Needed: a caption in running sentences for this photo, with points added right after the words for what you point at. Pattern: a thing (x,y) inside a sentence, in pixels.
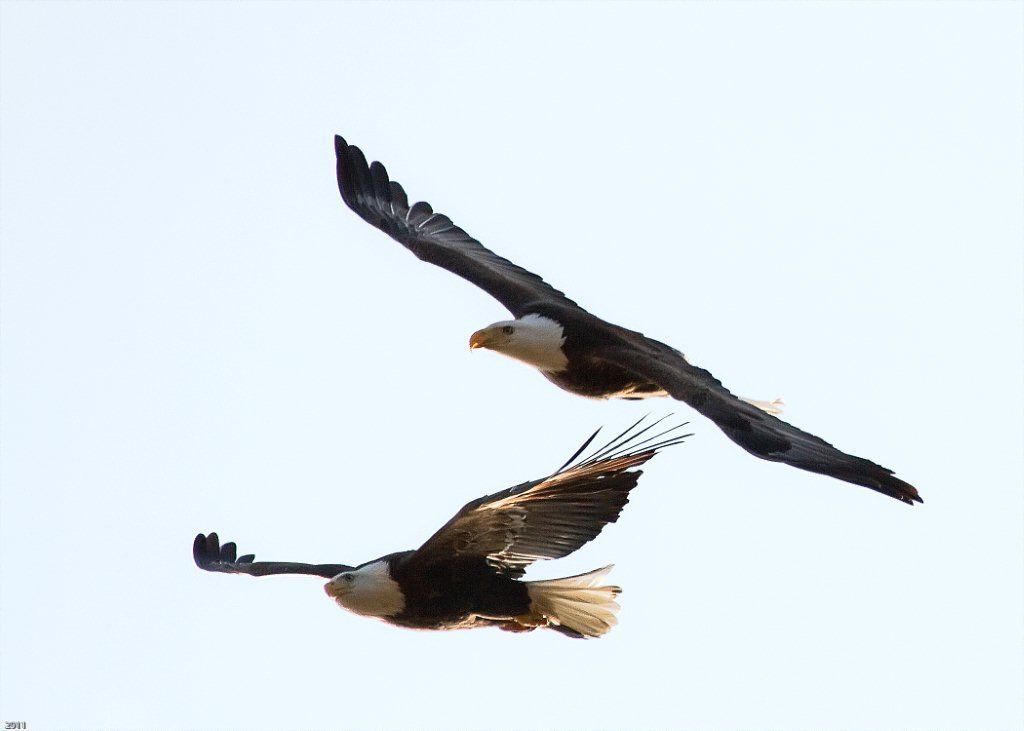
In this picture in the middle (570,384), we can see two birds (556,377) flying in the air (311,480). In the background (975,718), we can see a sky (501,319).
